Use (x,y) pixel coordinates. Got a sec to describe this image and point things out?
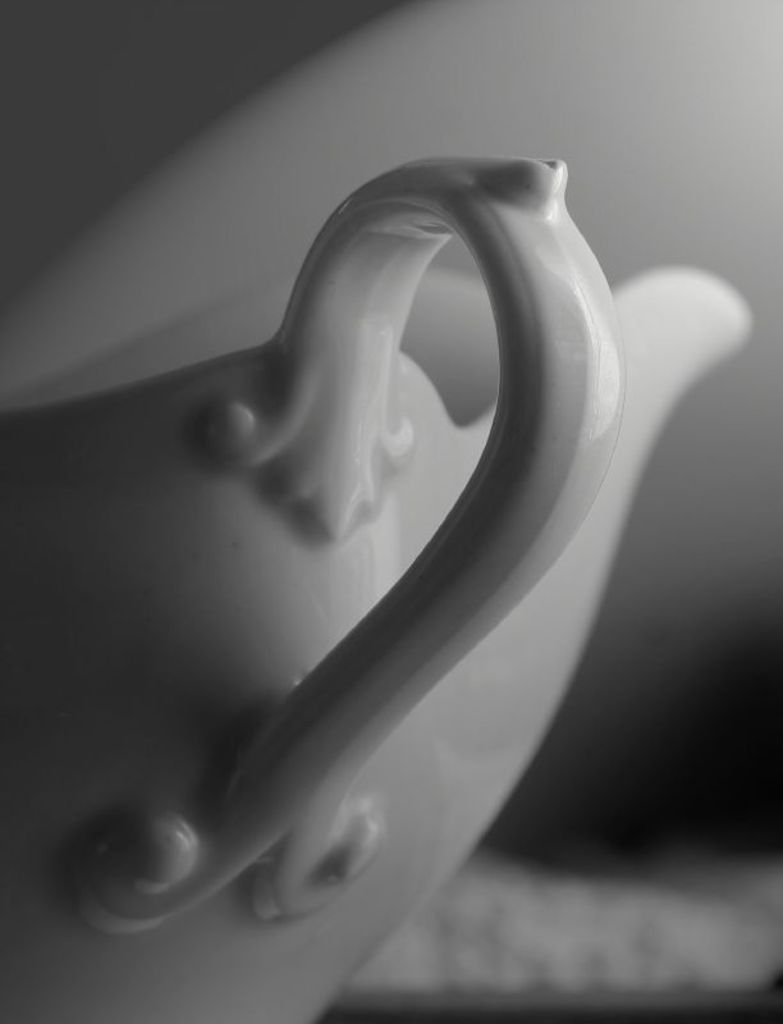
This picture looks like a cup (392,519) and I can see blurry background (765,350).
